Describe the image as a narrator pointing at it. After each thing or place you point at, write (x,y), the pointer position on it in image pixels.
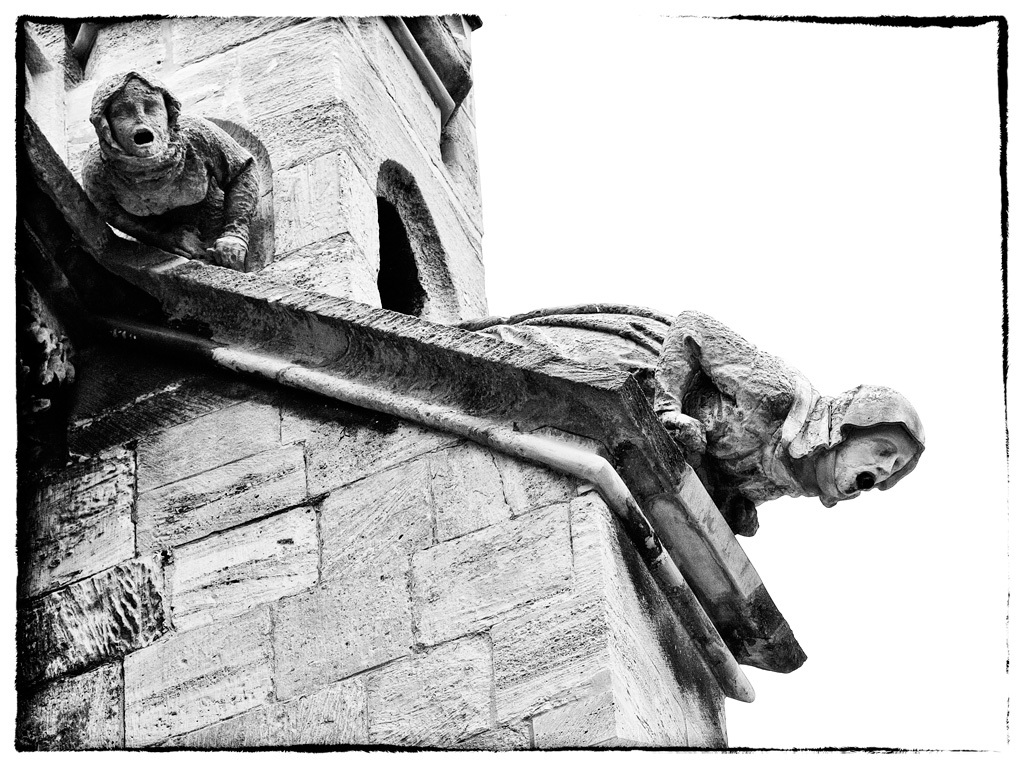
In this picture there is a monument (397,411). On the right (884,454) and left side (121,168) I can see the statues (570,345) of persons (108,160). Beside that there is a window (383,272). On the top right (870,243) there is a sky (780,186).
